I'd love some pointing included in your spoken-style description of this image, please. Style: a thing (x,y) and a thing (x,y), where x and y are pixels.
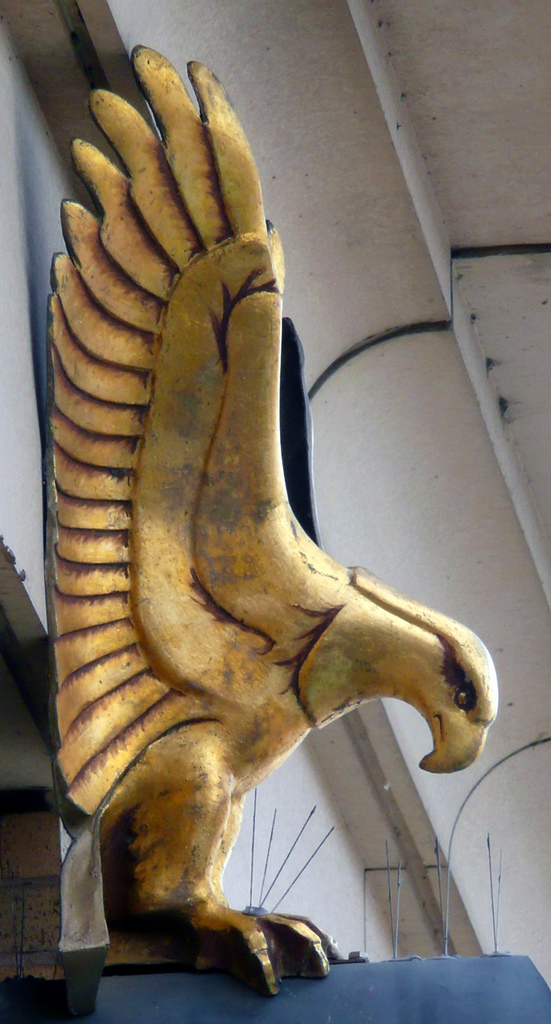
In this picture we can see yellow color eagles (237,539) on this wall (339,993). On the top (369,255) we can see roof (369,309).
